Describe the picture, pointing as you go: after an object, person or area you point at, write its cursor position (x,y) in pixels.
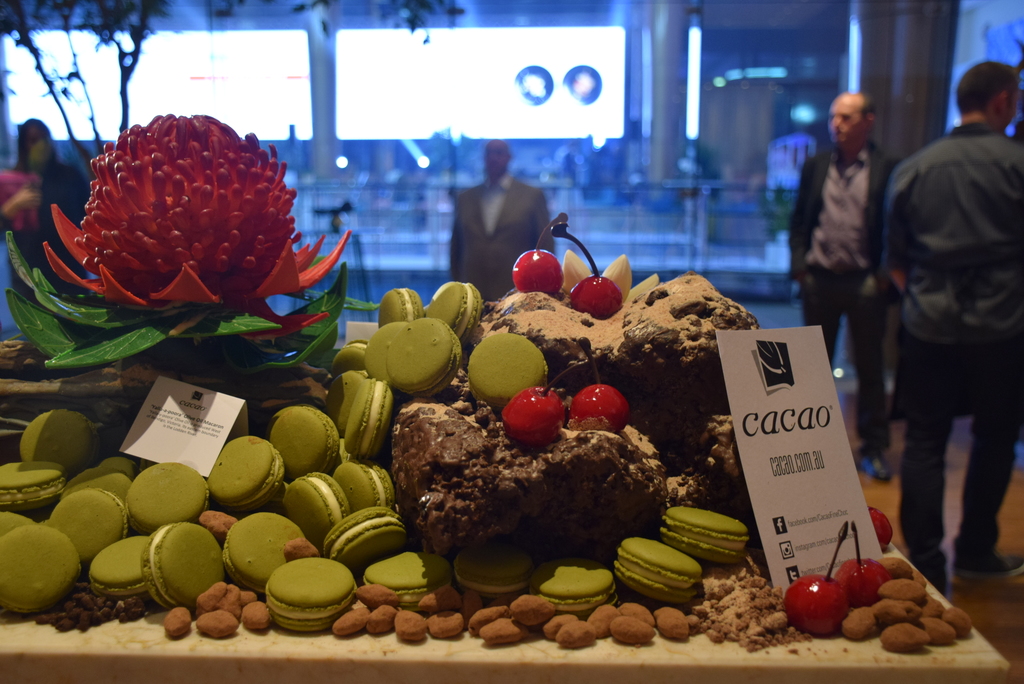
As we can see in the image there are few people (945,223) here and there, screen (492,116), wall (371,160) and table (835,651). On table (178,656) there are nuts (892,595), cherries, biscuits (347,522) and a flower (219,161).
